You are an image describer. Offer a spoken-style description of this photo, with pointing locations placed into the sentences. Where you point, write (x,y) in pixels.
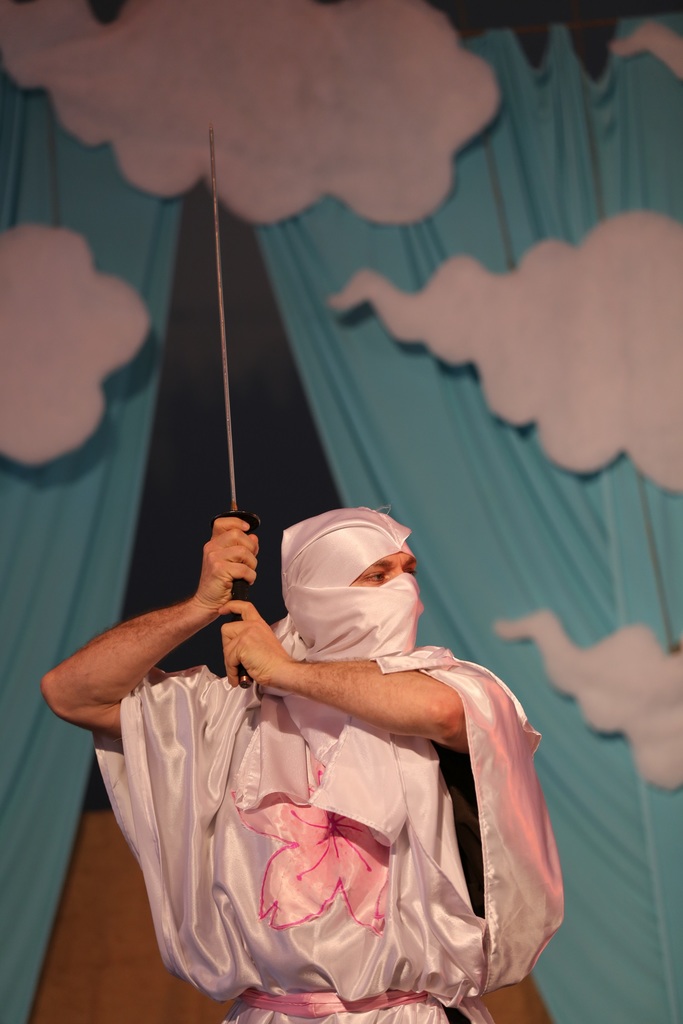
In the middle of the image (237,636) a person (343,633) is standing and holding a sword (214,163). Behind him there is curtain (39,101).
